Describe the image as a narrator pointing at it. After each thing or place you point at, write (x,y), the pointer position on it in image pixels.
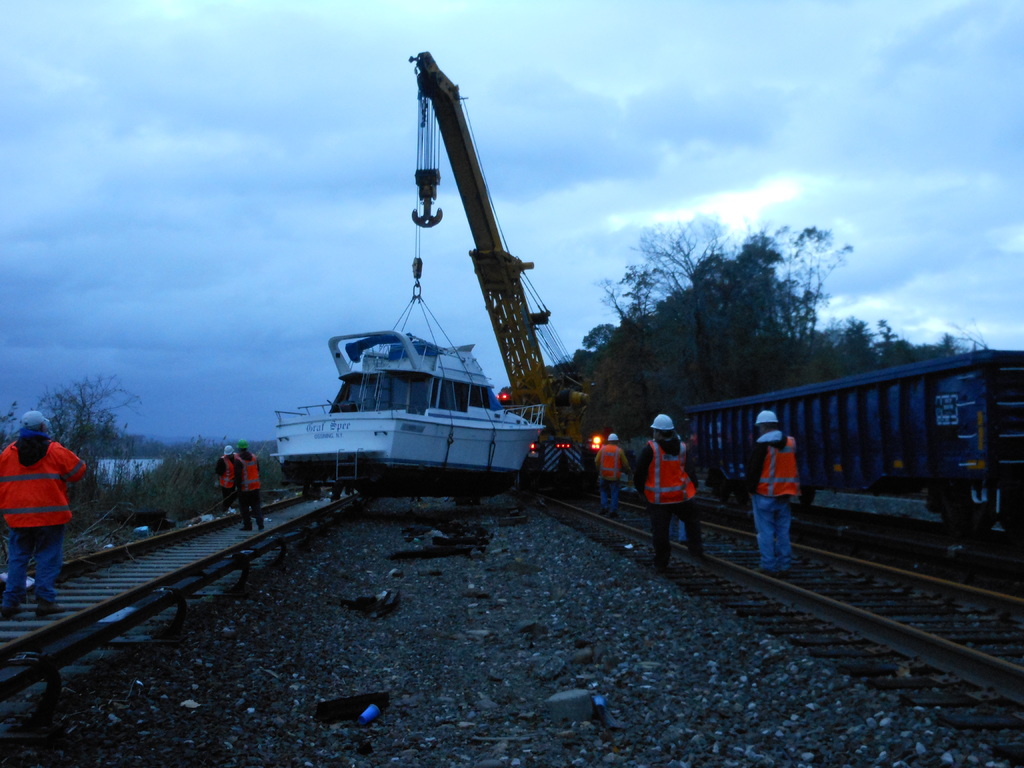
In this picture I can see group of people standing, there is a railway coach (1001,473) on the railway track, there is a crane (523,387), boat (527,425), there are trees (780,353), and in the background (12,133) there is the sky (579,110).
